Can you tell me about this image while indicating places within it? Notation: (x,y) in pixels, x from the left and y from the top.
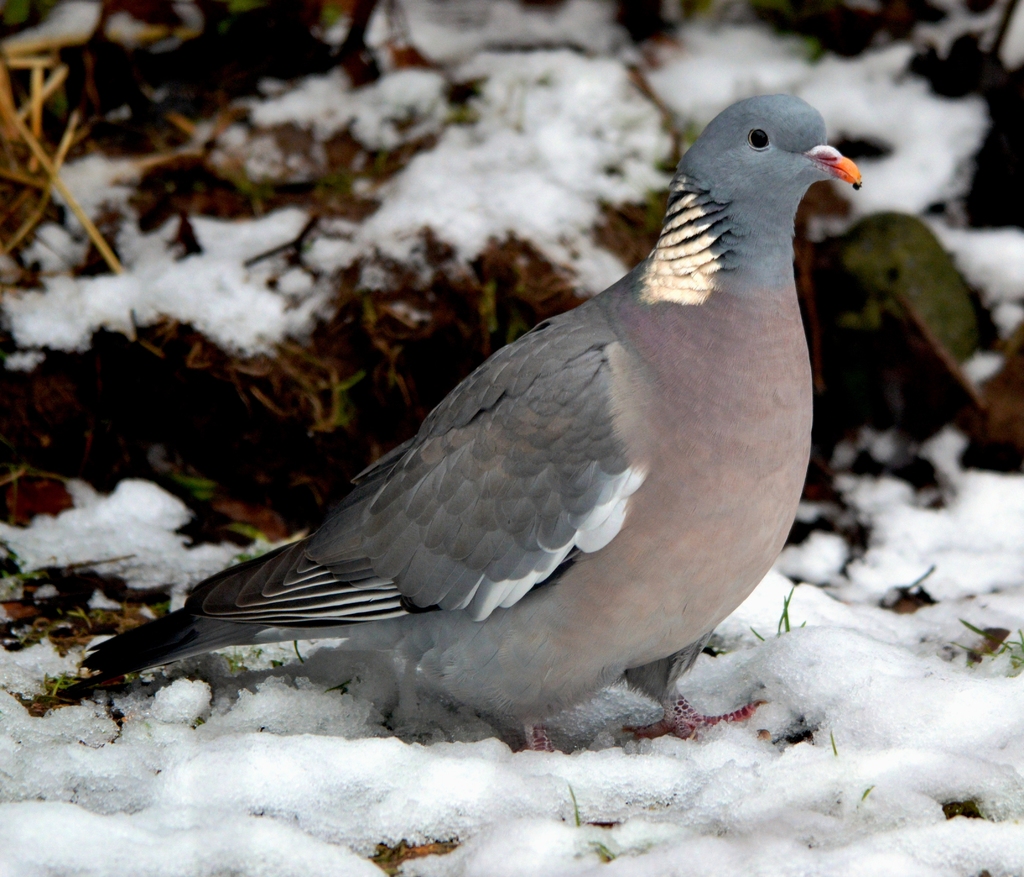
In this picture we can see a bird (531,556) and snow (720,659), also we can see blurry background (340,197).
